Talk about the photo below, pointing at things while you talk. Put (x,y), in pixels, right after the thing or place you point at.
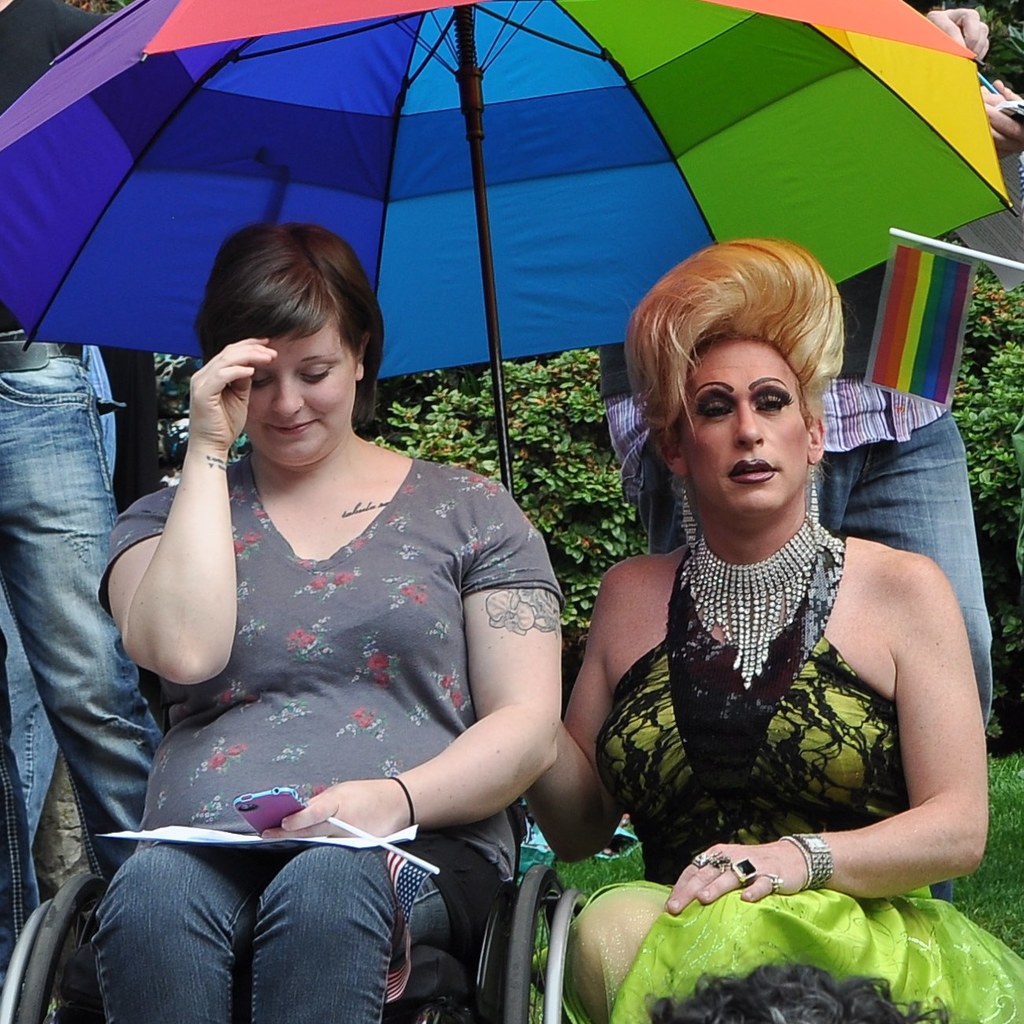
In this image, we can see people (739,578) wearing clothes (238,609). There is an umbrella (245,215) at the top of the image (464,89). There is a person (473,529) on the left side of the image (236,579) sitting on a chair (495,941) and holding a phone (274,819) with her hand (370,824). There is a flag (391,873) at the bottom of the image (394,890). In the background (574,476), we can see some plants (445,437). There is an another flag (917,285) on the right side of the image (936,321).
